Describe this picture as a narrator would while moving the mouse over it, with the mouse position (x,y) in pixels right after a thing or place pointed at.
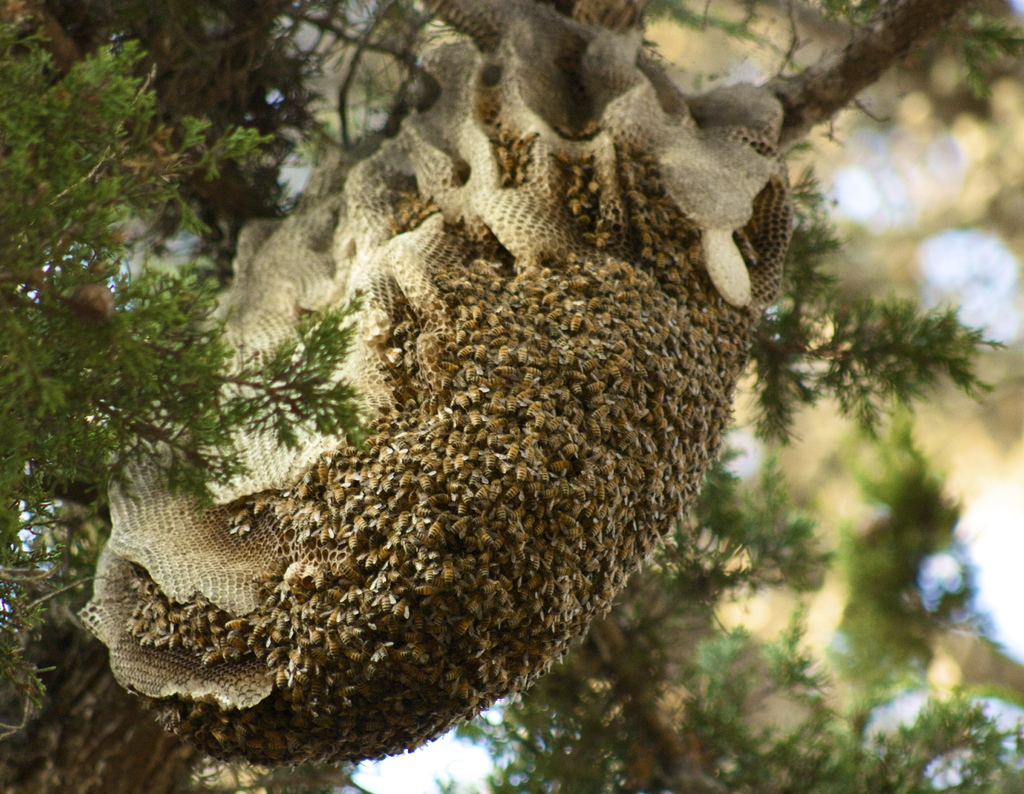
There is a honey bee hive (439,360) on a tree (690,771). There are many honey bees (490,537).
